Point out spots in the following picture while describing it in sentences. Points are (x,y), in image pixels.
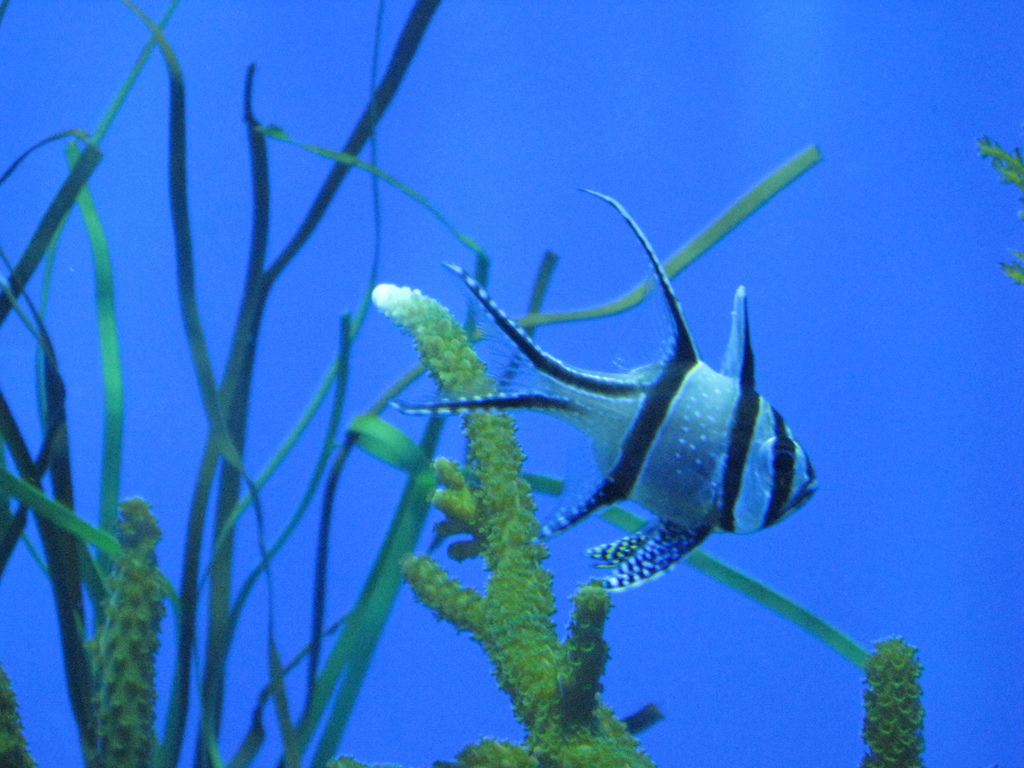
In this picture we can see a fish (642,494) and plants (360,615) in the water (383,528). Behind the fish (642,425) there is a blue background (838,566).
